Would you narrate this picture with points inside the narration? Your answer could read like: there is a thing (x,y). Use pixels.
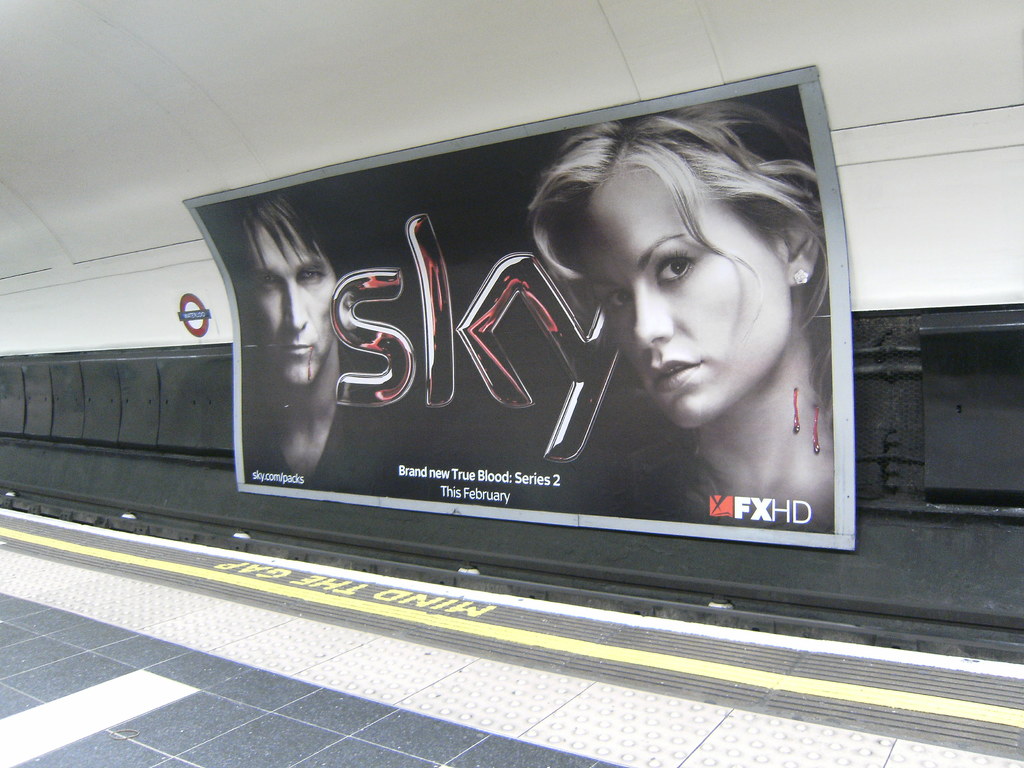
There is a banner (565,388) on which ''sky'' is written and there are images (331,346) of 2 people (676,391) on it. There is a sign board (205,313) at the left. There is a white background (170,325).
